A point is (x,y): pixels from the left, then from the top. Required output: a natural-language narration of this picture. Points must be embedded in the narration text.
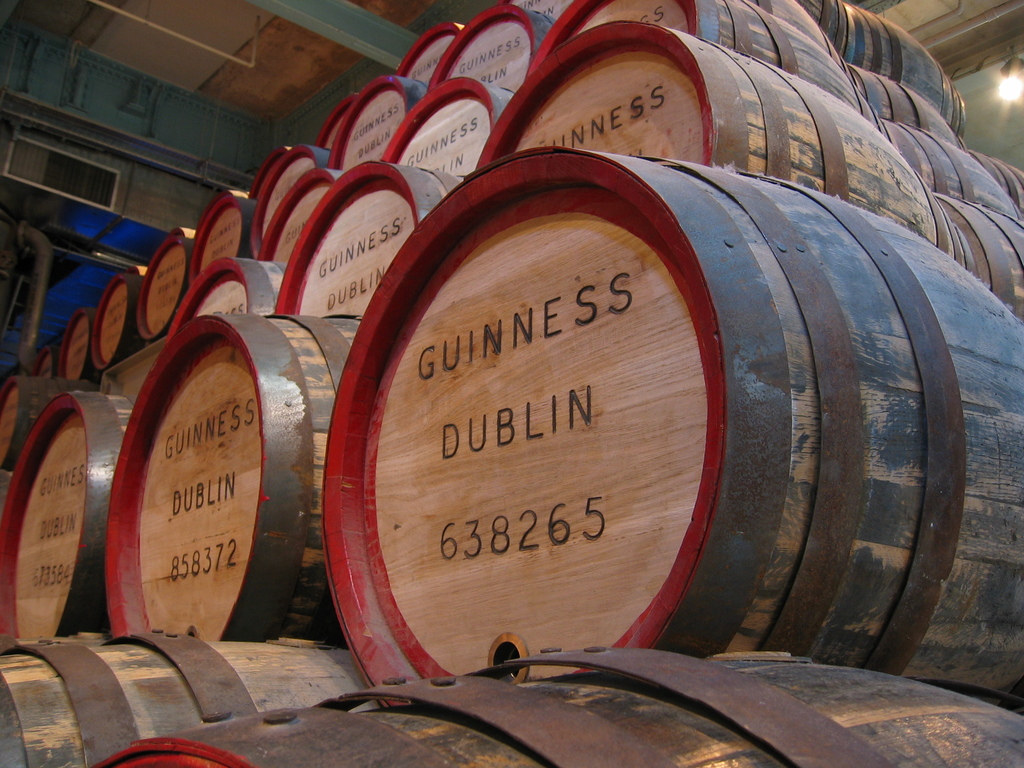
In this image there are barrels (624,263). In the background of the image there is a light (1005,85).
